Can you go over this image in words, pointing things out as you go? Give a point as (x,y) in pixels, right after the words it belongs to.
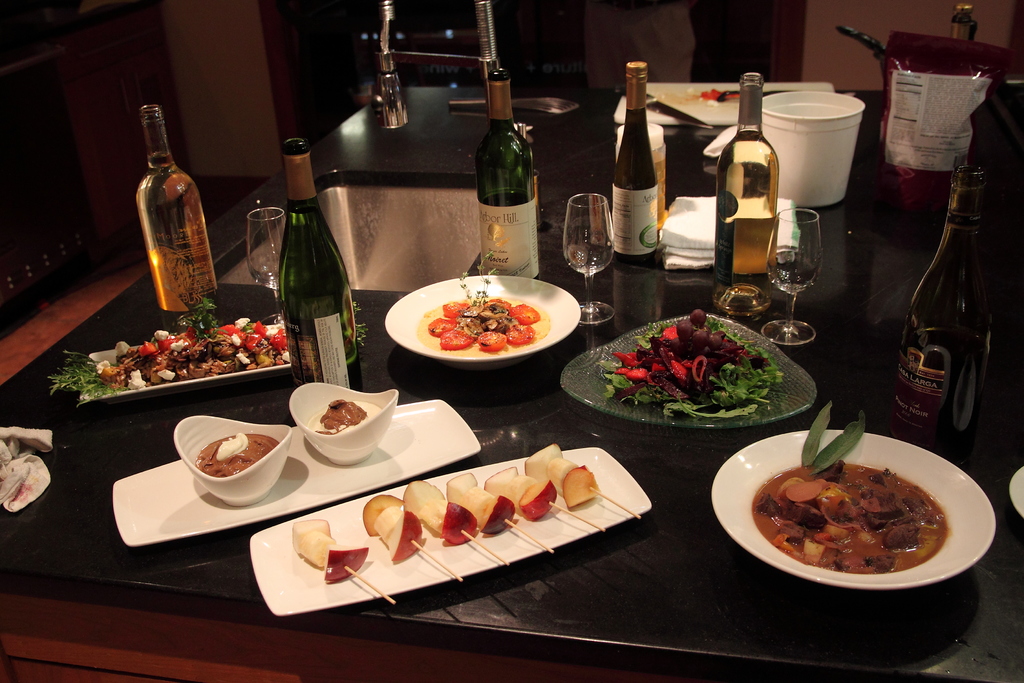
As we can see in the image there is a table (713,457). On table (912,264) there are plates (453,442), bowls (340,461), bottles (509,202), glasses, fruits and other food items (761,350). The image is little dark.
